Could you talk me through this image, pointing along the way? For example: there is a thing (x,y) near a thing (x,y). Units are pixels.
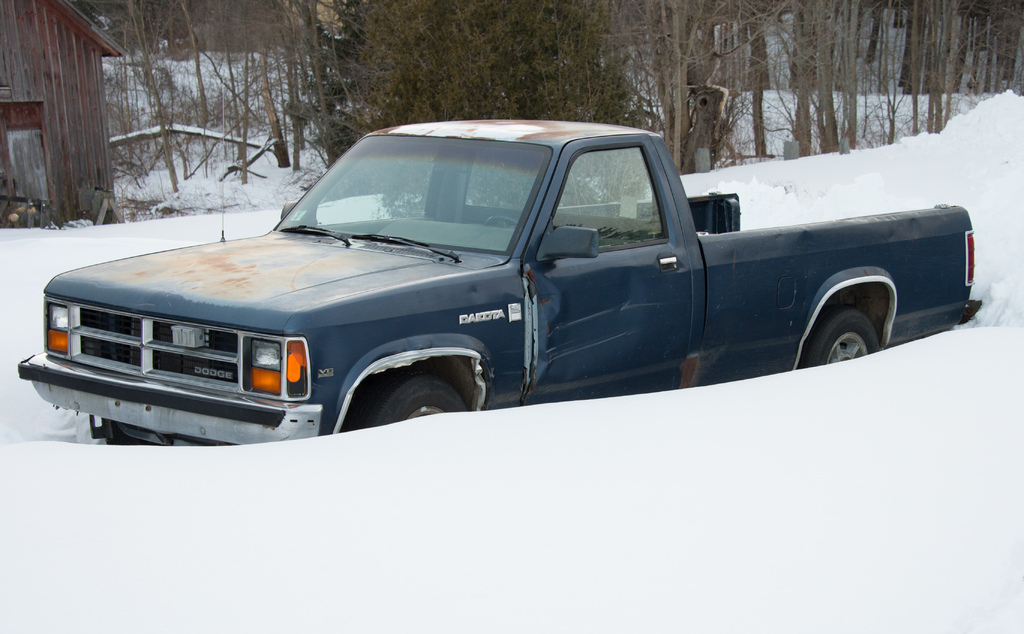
In the picture we can see a vehicle (787,293) on the snow surface (1013,309) and behind it, we can see a part of the wooden house (31,8) and beside it we can see the trees (937,79).
